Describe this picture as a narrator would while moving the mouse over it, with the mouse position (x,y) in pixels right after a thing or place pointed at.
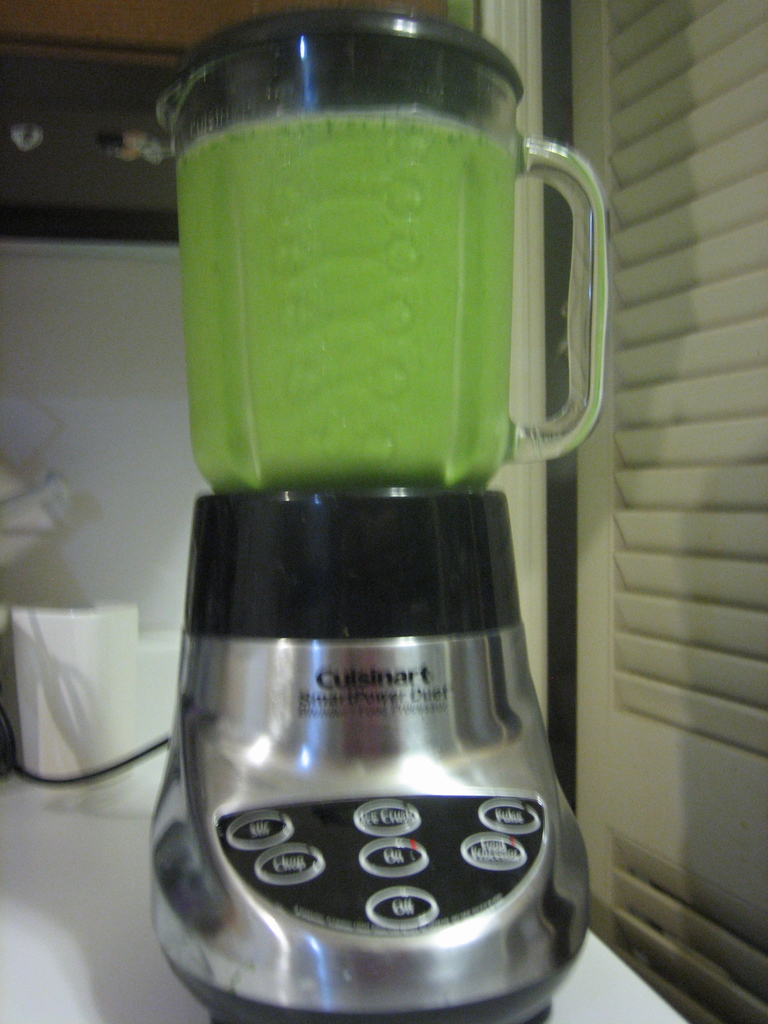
This image is taken indoors. In the background (117,335) there is a wall (99,489) and there is an object (112,754) on the white surface (89,961). On the right side of the image (646,474) there is a window blind (670,578). In the middle of the image (299,495) there is a mixer (364,814) with a jar (326,465) on it. There is a juice (332,320) in the jar (381,167).
